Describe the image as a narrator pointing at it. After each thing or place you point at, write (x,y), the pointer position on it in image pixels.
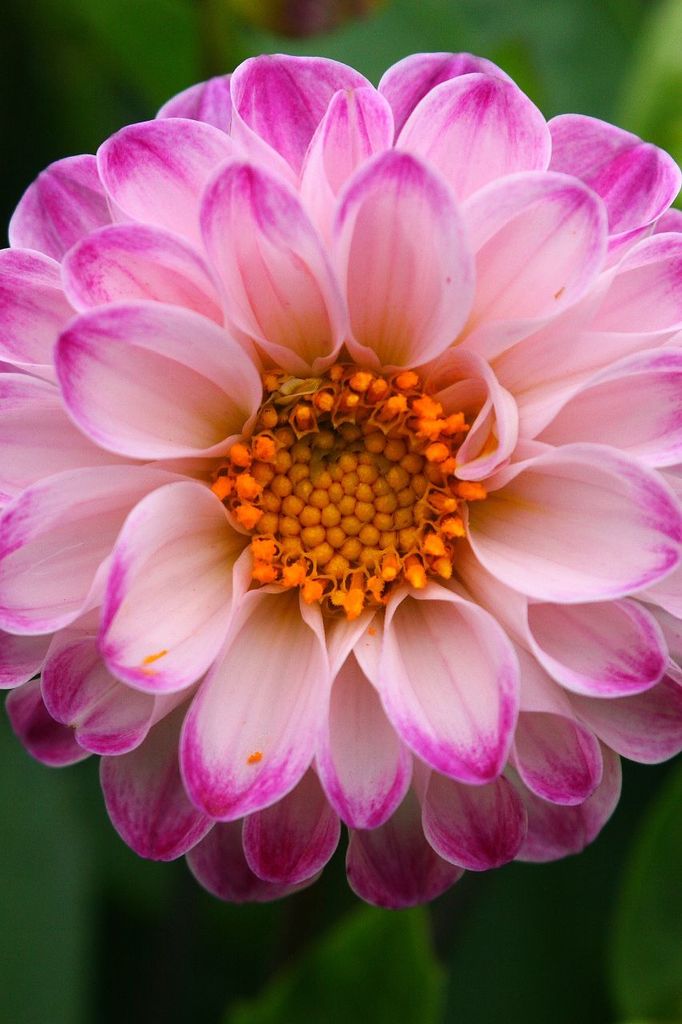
In this image we can see a flower (325,469) and we can also see the green background (163,29).
